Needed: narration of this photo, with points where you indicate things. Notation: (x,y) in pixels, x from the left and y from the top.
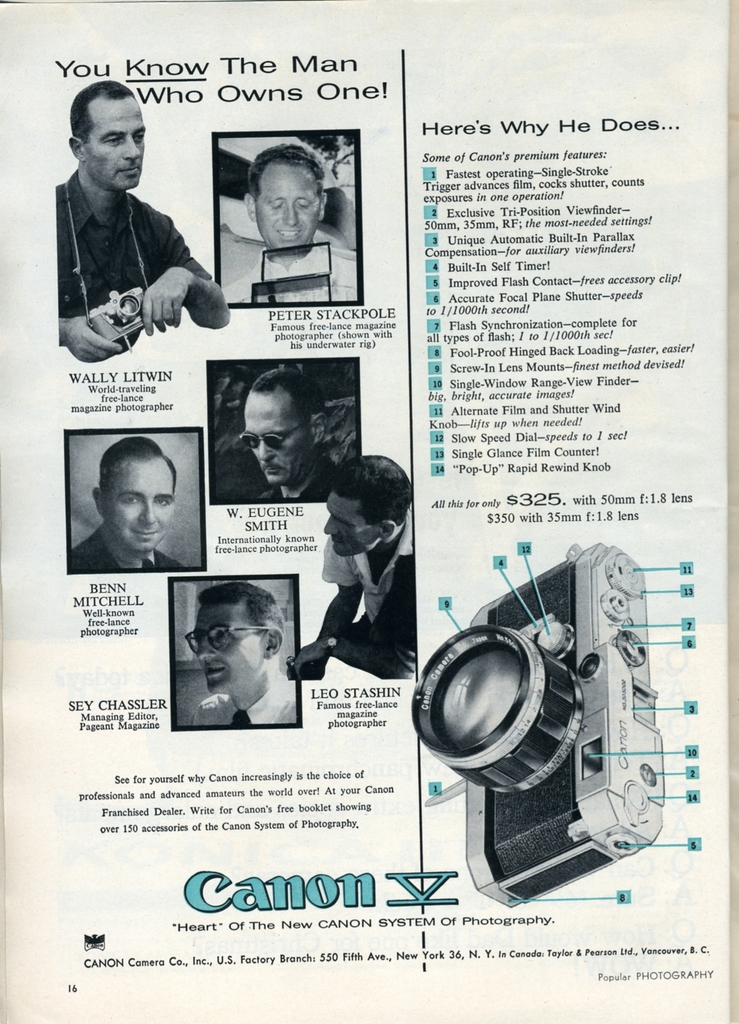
In the image there is a paper (728,556) with print (385,593) of few humans (351,497) and a camera (625,626) along with some text (593,299) on it.
